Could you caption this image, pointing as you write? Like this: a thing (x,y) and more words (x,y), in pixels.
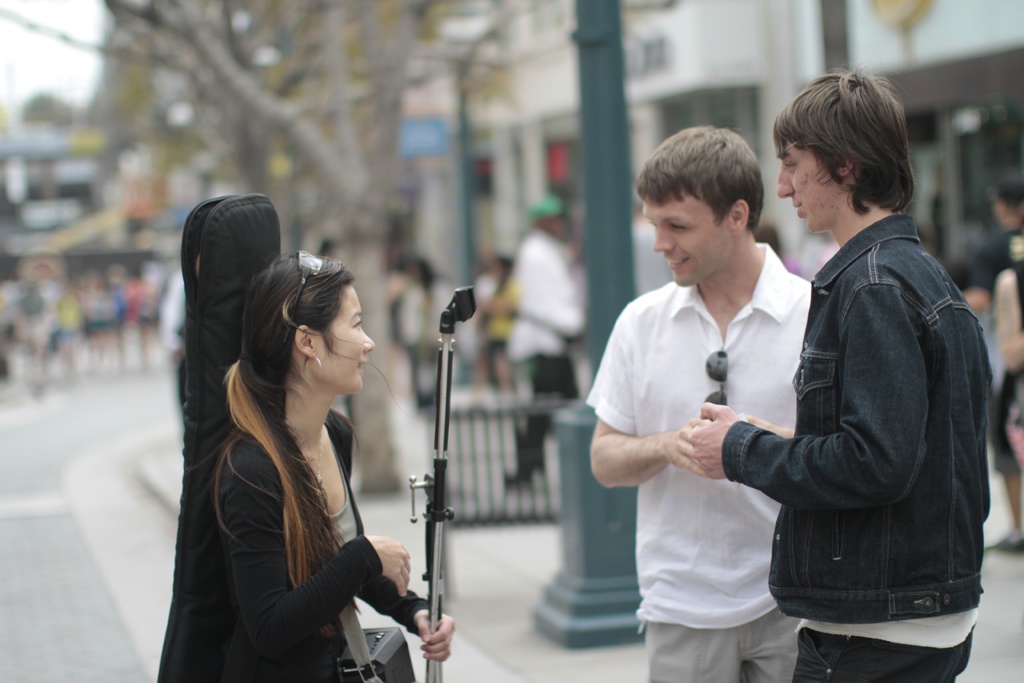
In this picture there are two people (754,479) standing and there is a woman (325,345) standing and holding the object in the foreground (288,641). At the back (953,175) there are buildings (44,140) and trees (426,25) and there are street lights (605,271) on the footpath (479,618) and there are group of people (1023,545) walking on the footpath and there are group of people (89,332) walking on the road (2,402) and there is text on the building (744,91). At the top (14,68) there is sky (35,52). At the bottom (62,609) there is a road (52,613).
